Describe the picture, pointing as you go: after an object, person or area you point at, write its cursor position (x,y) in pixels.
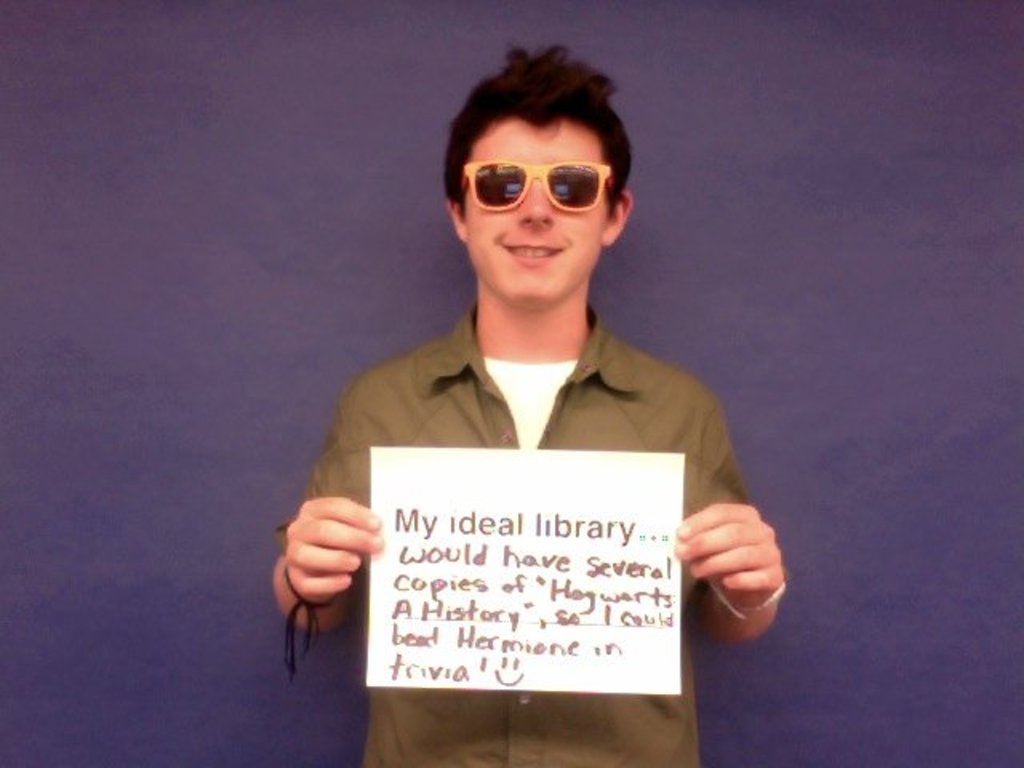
In this image in the center (595,370) there is one person (614,414) who is standing and he is holding one paper (463,593), on the paper (471,569) there is some text (453,583) and in the background (229,212) there is wall (235,382).
